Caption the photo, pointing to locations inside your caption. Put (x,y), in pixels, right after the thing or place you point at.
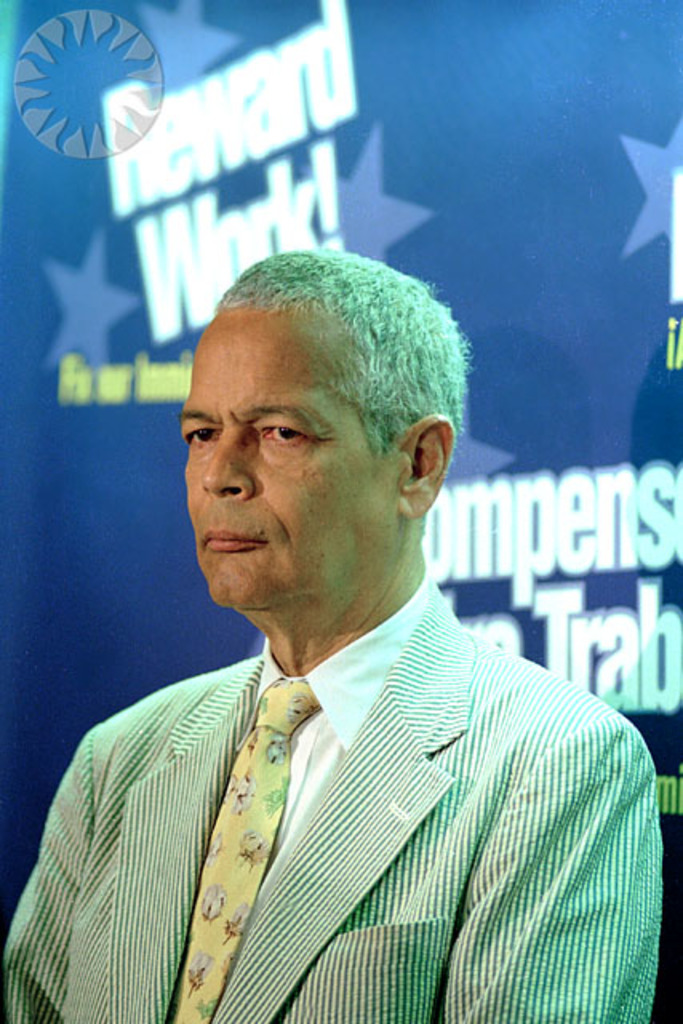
A man (498,830) is there, he wore coat (450,753), shirt (308,739), tie (284,763). Behind him there is a blue color banner (563,333).
